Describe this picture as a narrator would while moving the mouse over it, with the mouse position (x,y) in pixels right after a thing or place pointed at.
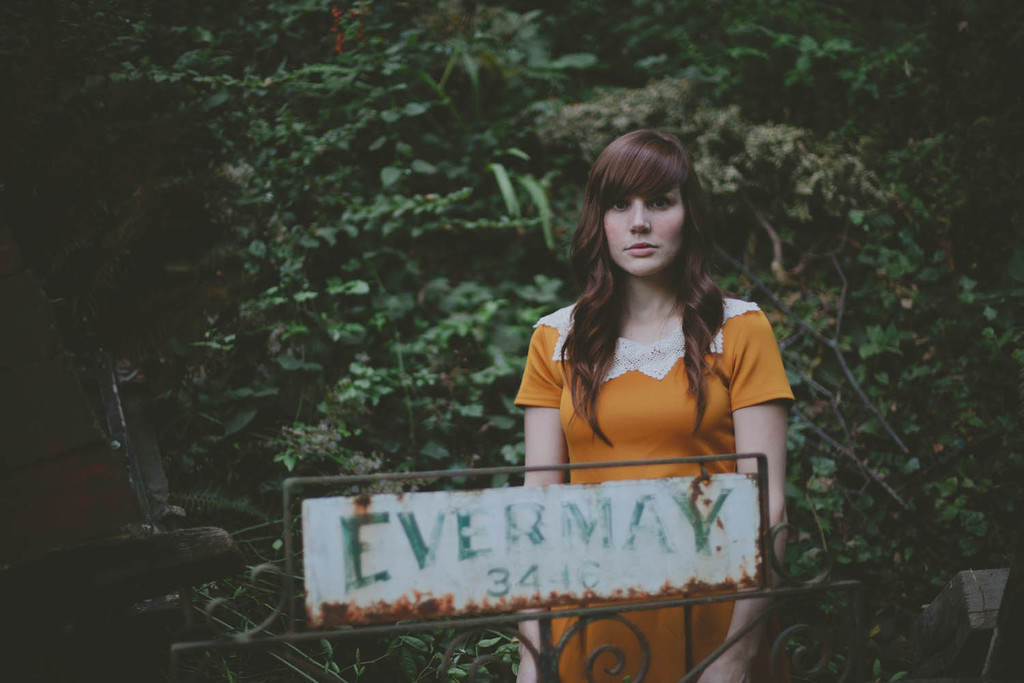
In this image I can see a board (409,584) in front (703,568), on which there is a word (536,509) and numbers (510,585) written and behind the board (379,534) I can see a woman (537,426) who is wearing white and orange color dress (614,385). In the background (277,408) I can see the trees (284,340).
